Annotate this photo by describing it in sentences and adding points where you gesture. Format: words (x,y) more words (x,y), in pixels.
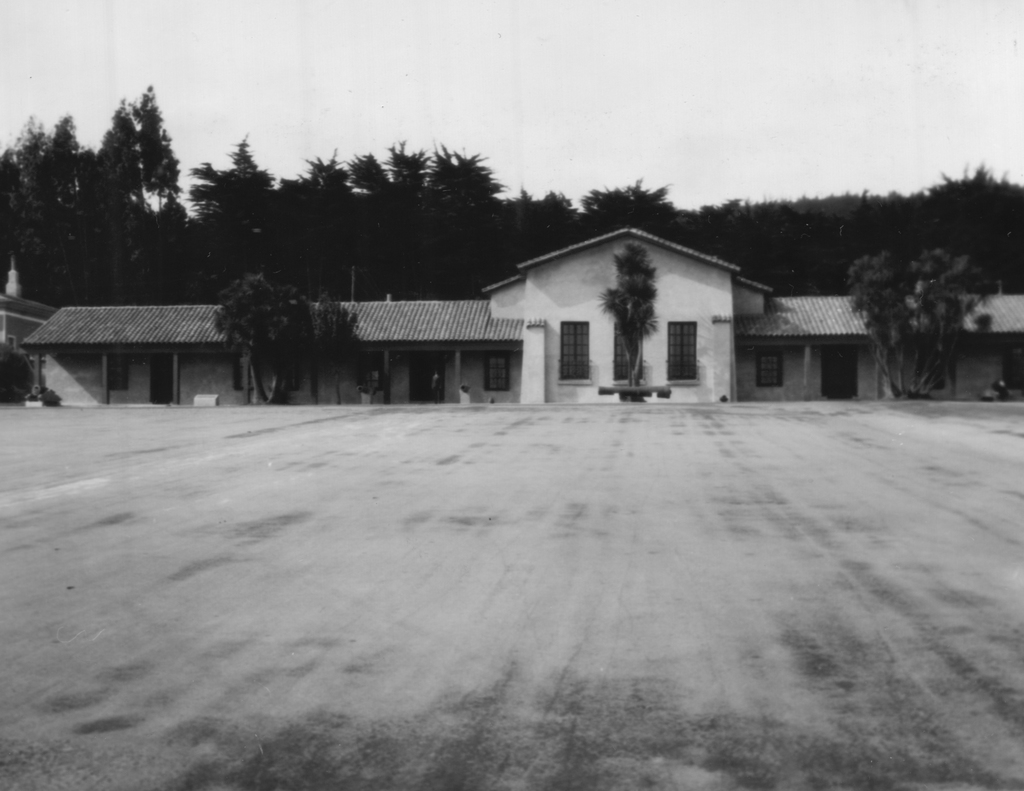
In this image I can see the black and white picture in which I can see the ground (444,550), few trees (291,327) and a building (689,333). In the background (507,118) I can see the sky (633,90).
